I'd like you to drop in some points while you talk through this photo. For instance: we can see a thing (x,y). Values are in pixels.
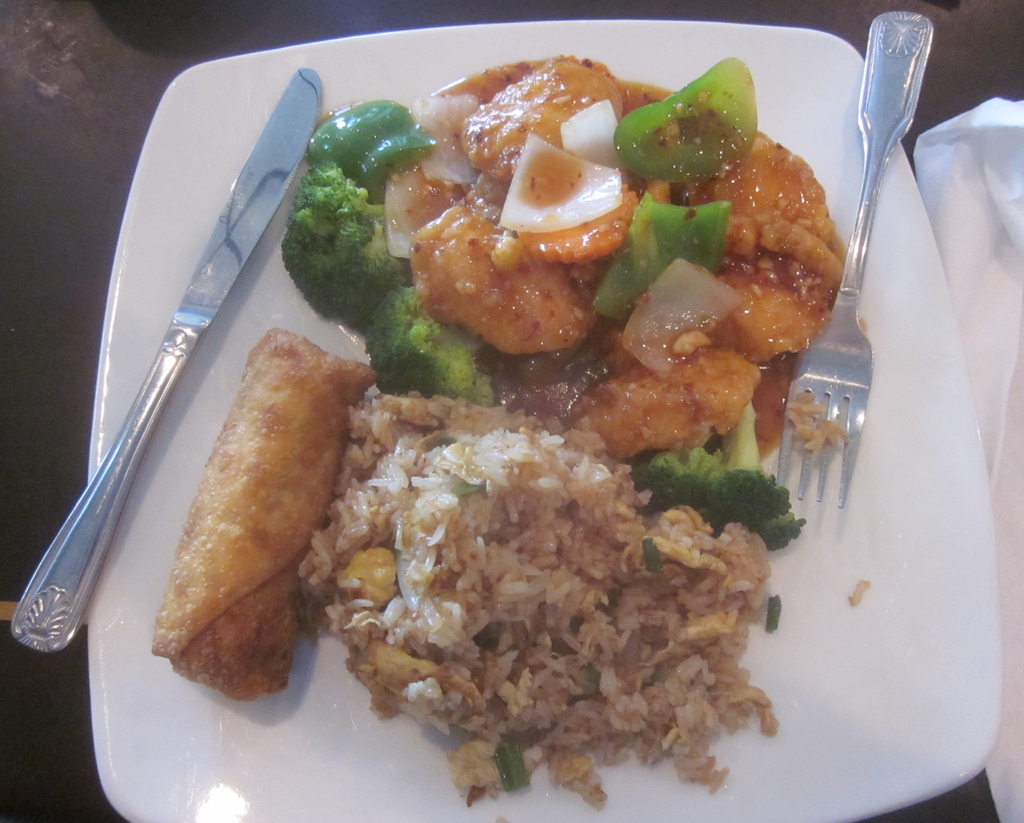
At the bottom of the image (9,749) there is a table (21,33), on the table (7,805) there is a plate (891,162) and paper (1011,238) and food (584,84), fork (859,238), knife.
